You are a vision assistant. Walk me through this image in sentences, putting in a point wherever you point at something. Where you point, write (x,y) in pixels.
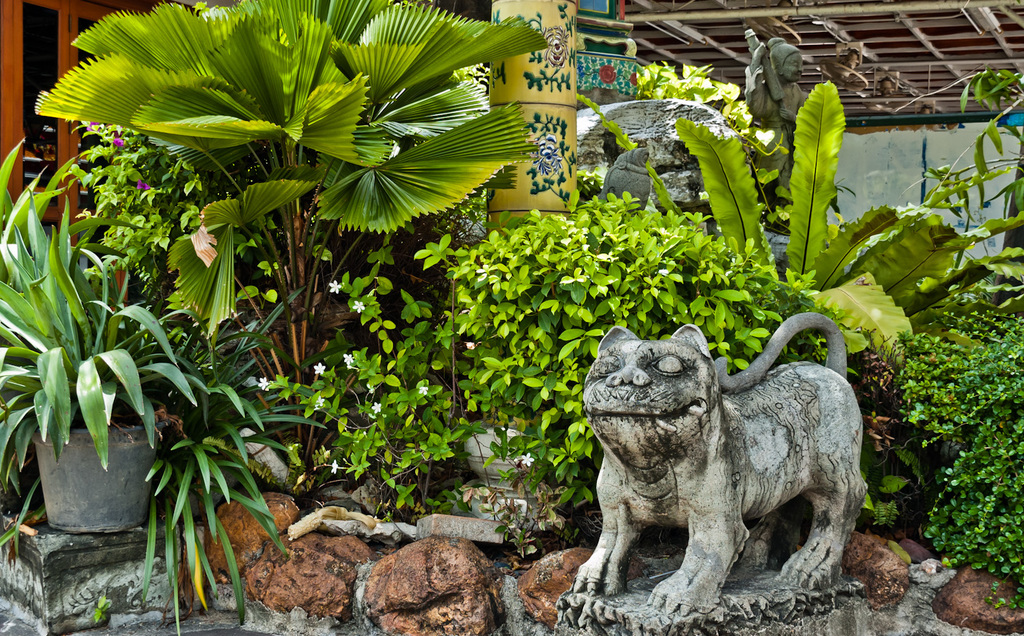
In this image there is a animal statue (635,407). Beside there are few rocks (319,566). Left side (69,478) there is a pot (114,480) on the rock (93,549). Pot (82,457) is having few plants (72,360) in it. Beside there are few plants (568,313) having flowers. Behind there is a pillar (529,208) and few statues (760,91). Left side (16,193) there is a window (69,7).
